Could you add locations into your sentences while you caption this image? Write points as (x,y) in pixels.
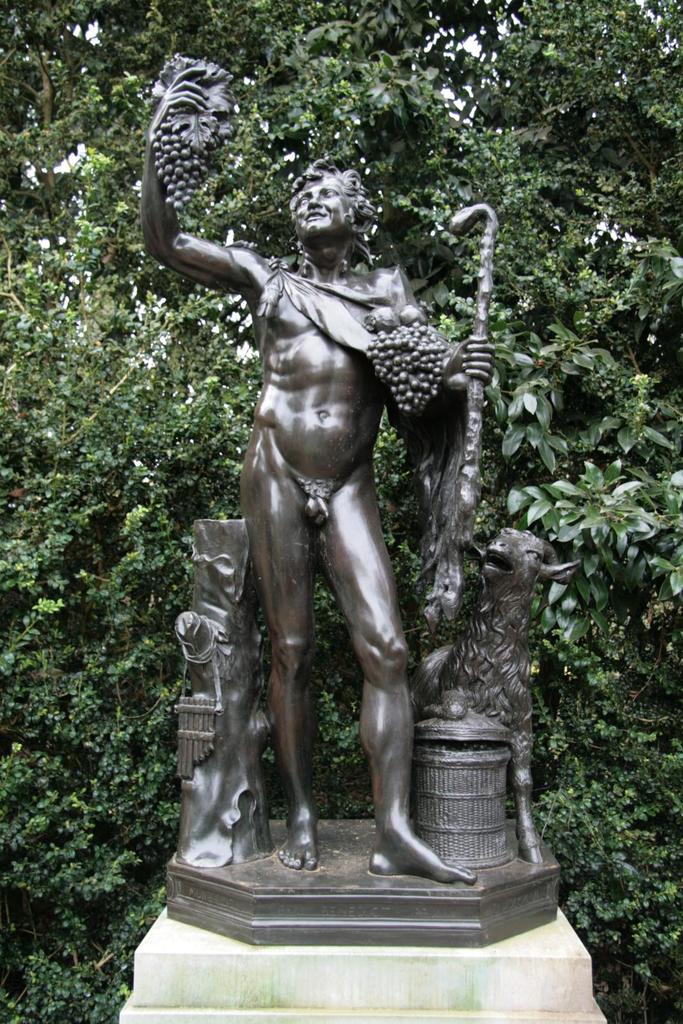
In this image we can see a tree (647,699). There is a statue (448,423) of a person (422,475) in the image.
